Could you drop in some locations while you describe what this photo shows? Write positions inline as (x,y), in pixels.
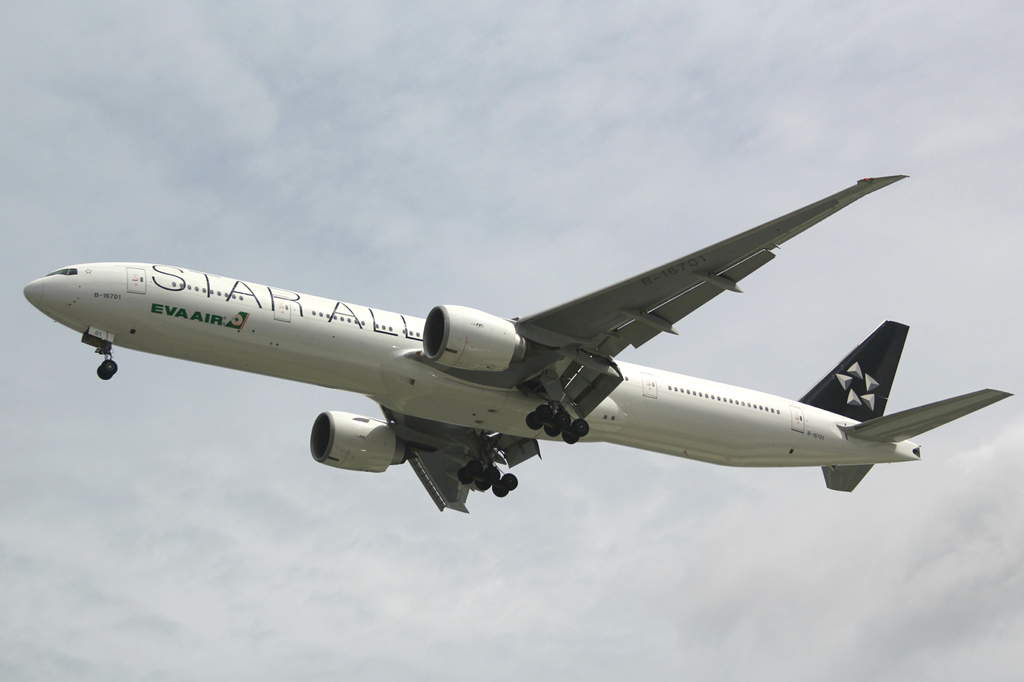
In this image, we can see an aeroplane (548,401) in the air (767,391). Background (239,469) there is a sky (309,272).
